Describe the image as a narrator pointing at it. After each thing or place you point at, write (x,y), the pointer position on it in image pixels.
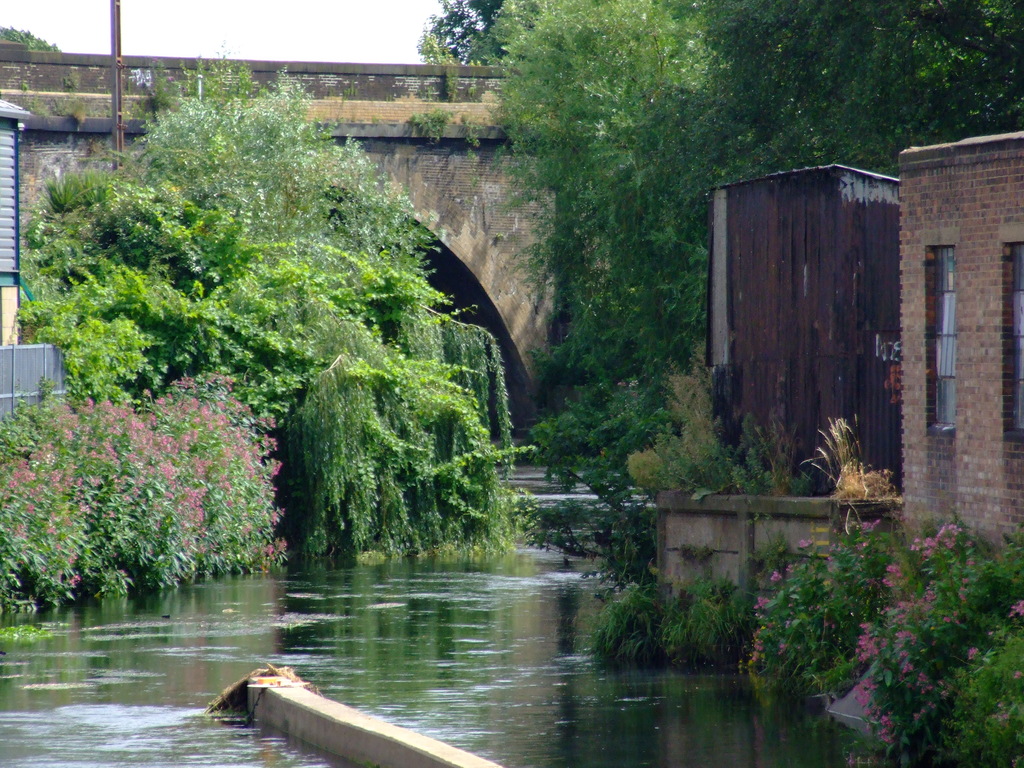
In the picture we can see water (323,652), there are some plants (919,739) and in the background of the picture (331,244) there are some trees (268,209), there is bridge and top of the picture (314,22) there is clear sky (371,21).
